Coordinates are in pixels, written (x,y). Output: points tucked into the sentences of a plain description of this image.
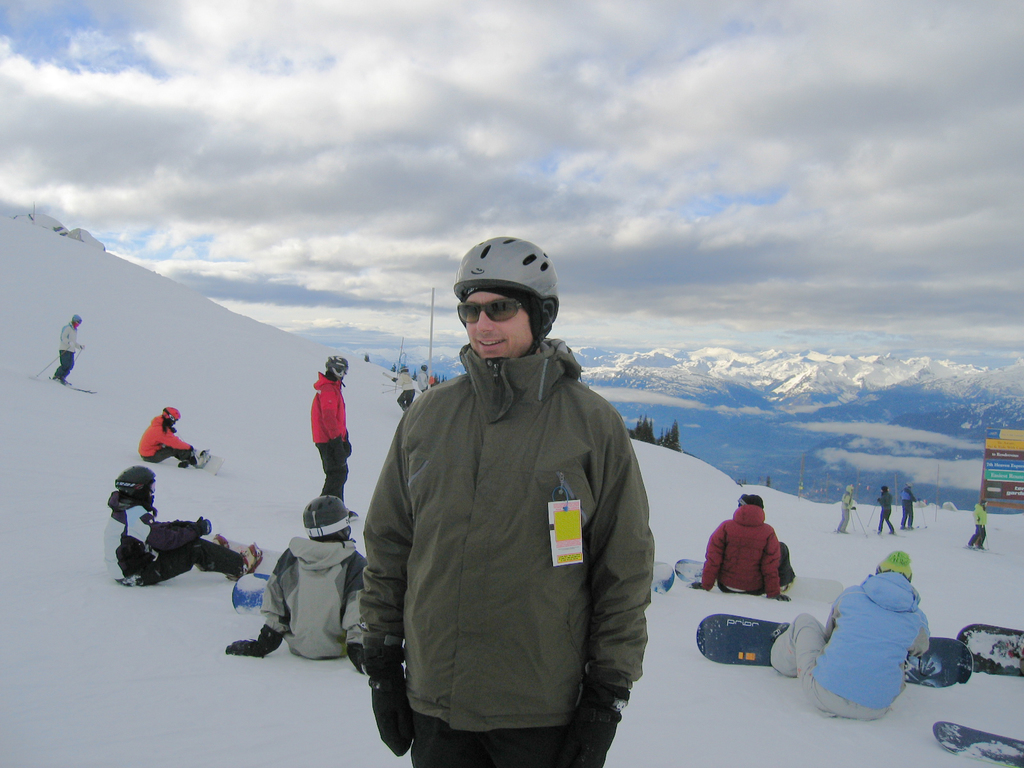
In the center of the image (518,404) we can see a man (487,335) wearing glasses (486,306) and smiling. In the background (131,518) we can see a few people (893,699). We can also see some trees (655,431) and also the mountains (834,397). On the right (989,448) there are hoardings (1005,453). There is a cloudy sky (520,127).
